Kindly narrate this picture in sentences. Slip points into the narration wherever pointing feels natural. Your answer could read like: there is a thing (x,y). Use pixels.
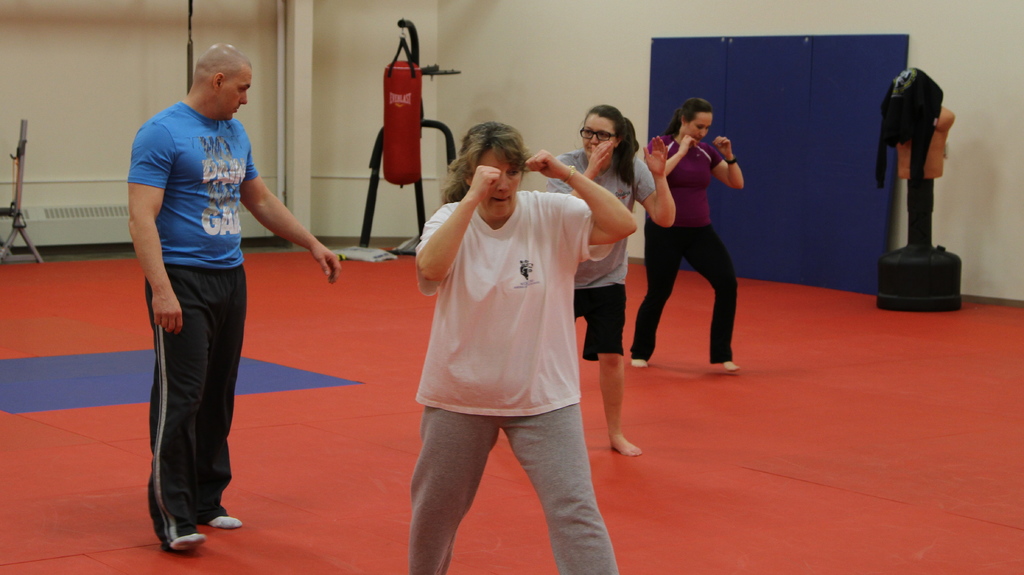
In this image there are four persons (215,204) standing on the red carpet (931,441), there are objects (930,253) on the carpet (934,330), there is a board (758,240), there is the wall (502,67), there is an object (15,171) truncated towards the left of the image (25,155), there is an object (189,32) truncated towards the top of the image (189,60).
